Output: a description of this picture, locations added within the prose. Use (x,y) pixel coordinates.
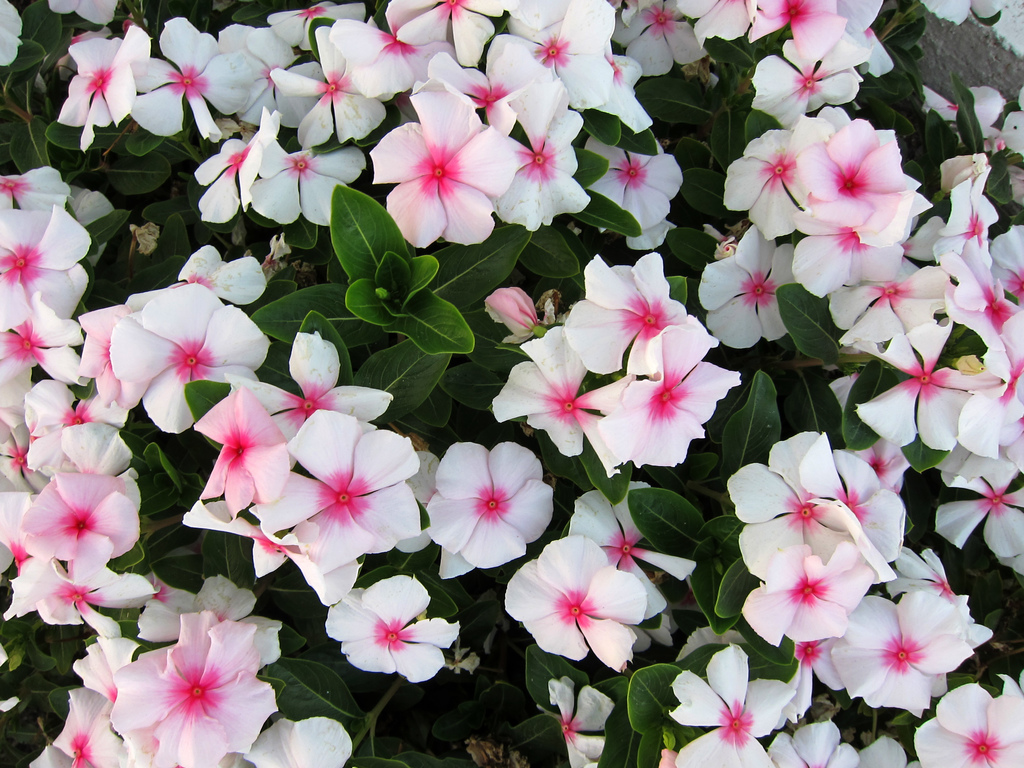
In this image I can see white color flowers (229,711) to a plant (709,398). The leaves (399,319) are in green color.
